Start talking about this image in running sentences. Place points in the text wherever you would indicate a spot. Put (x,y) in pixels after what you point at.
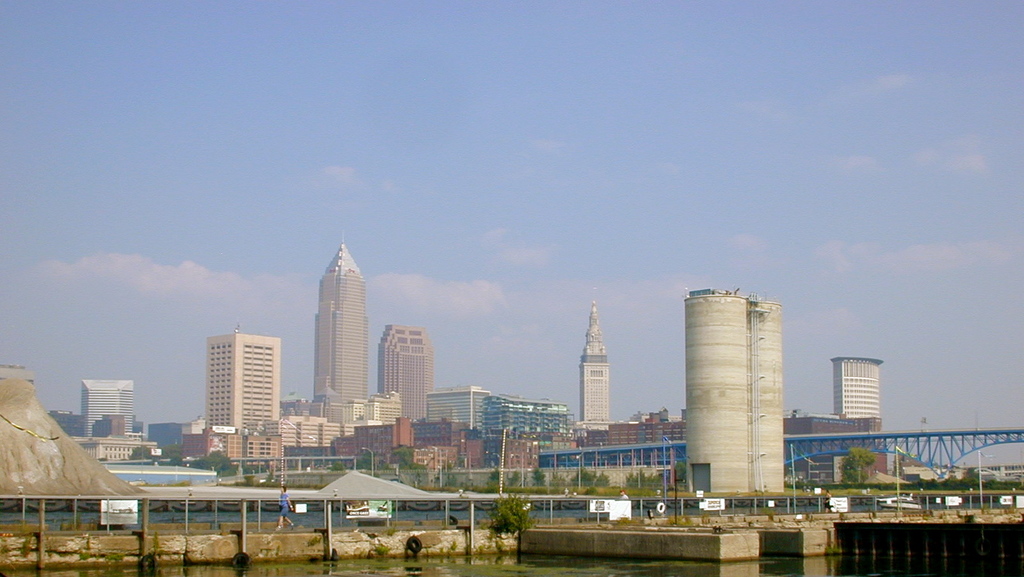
In this picture I can observe some buildings (443,434). There is a river (231,516). On the right side (829,440) I can observe a bridge (883,443) over the river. In the background (380,177) I can observe some clouds (271,290) in the sky (505,191).
